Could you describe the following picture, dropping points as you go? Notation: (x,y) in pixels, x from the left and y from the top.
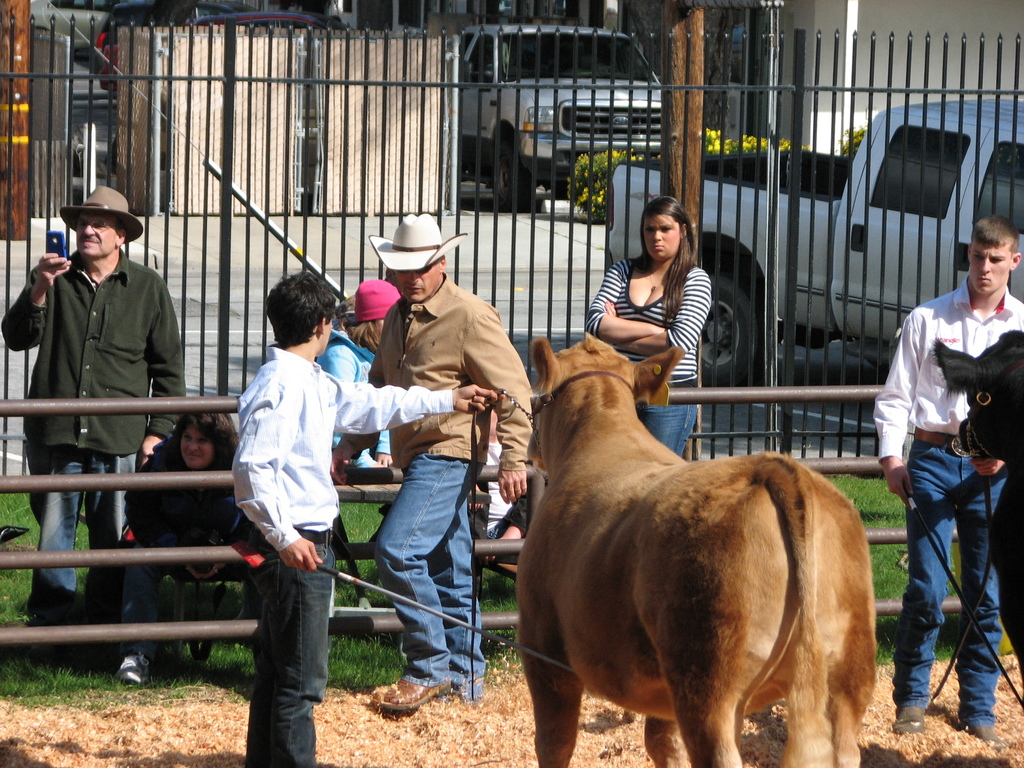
In this image we can see many people (155,430). There are few people (403,335) wearing hats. There is a grassy land (169,618) in the image. There is a fence (800,120) and a barrier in the image. There is an animal (691,533). There is a building (788,125) in the image. There are few vehicles (823,245) in the image.
